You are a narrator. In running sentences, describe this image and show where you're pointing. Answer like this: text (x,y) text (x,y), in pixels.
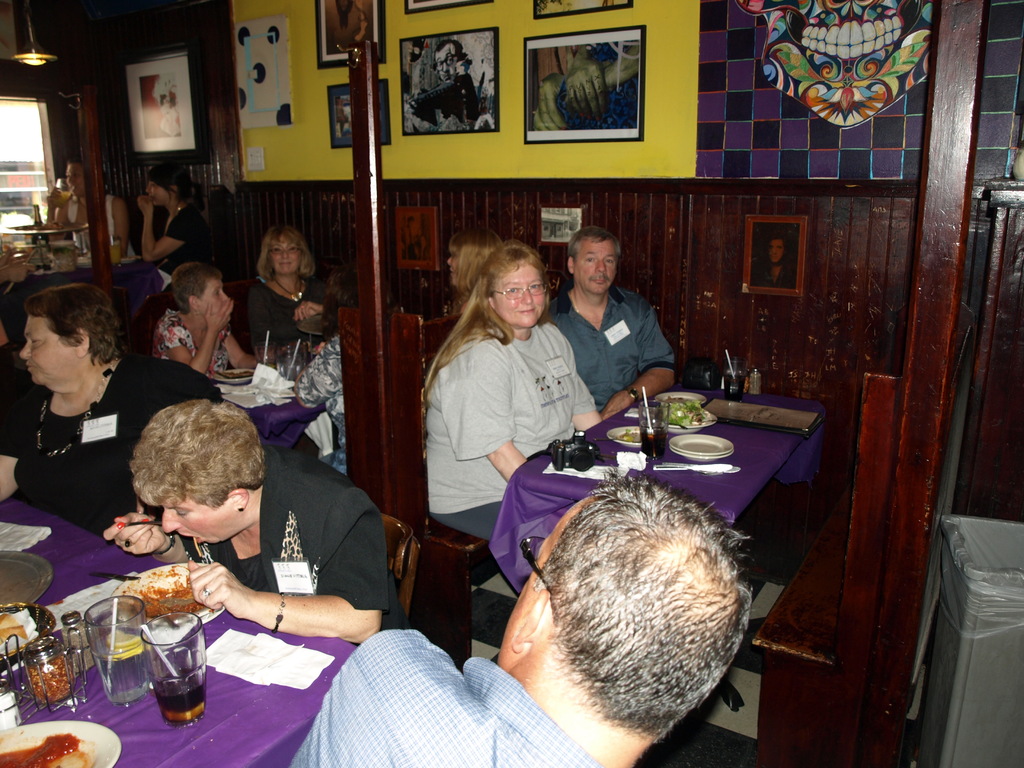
In this picture we can see a group of people (270,300) sitting on chairs (444,517) and in front of them on table (57,533) we have glasses (126,652) with drinks (140,660) and straw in it, bottles (41,661), plate (111,758) with some food item (157,601), menu card (764,413), camera (594,454), tissue paper (594,470) and in the background (278,79) we can see wall (489,191) with frame (440,82), light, window (38,139), some person (123,209).
